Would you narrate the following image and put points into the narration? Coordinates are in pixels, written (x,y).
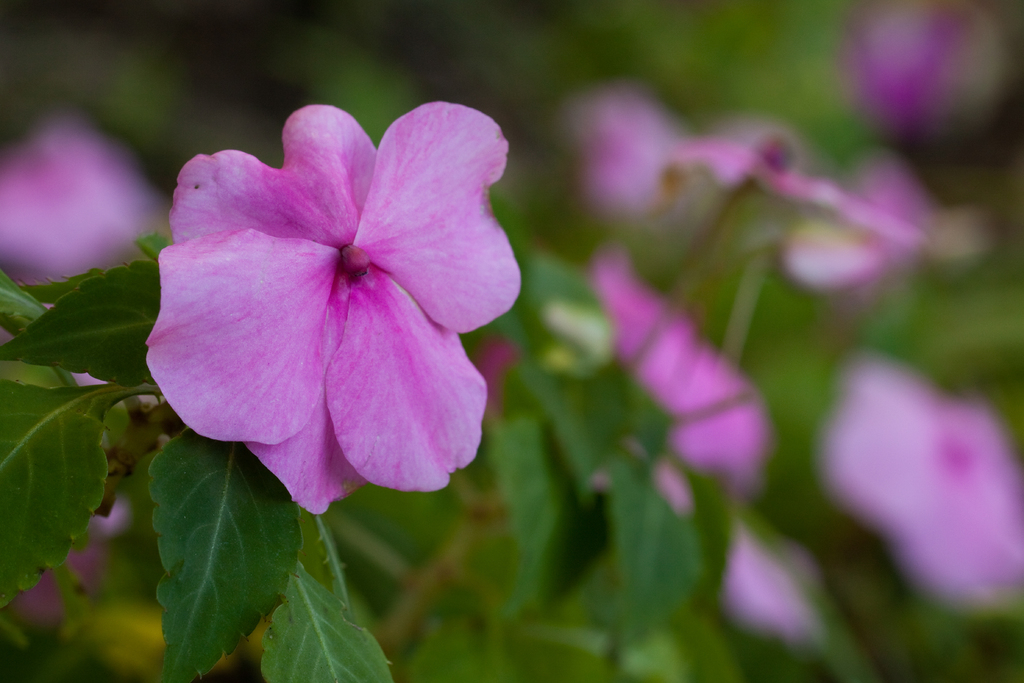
In this image we can see some plants (501,362) with flowers (388,381).
